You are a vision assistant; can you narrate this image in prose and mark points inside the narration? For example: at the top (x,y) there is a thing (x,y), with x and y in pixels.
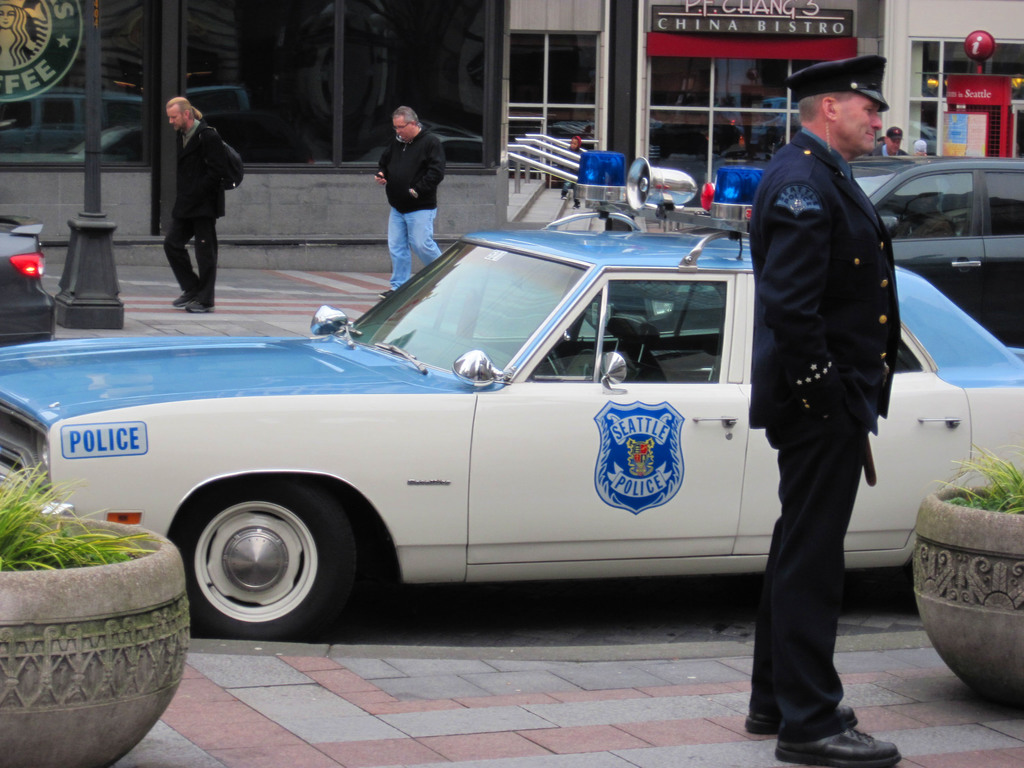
In the center of the image (468,508) we can see some vehicles (468,508). In the background of the image (549,206) we can see buildings (322,105), door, boards (768,24), some persons (197,292), pole (100,38), footpath (269,288). At the bottom of the image (577,706) we can see pots (965,574), plants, footpath (589,648) and a man (818,294) is standing and wearing coat (818,236), cap (863,81). In the middle of the image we can see the road (493,598).
